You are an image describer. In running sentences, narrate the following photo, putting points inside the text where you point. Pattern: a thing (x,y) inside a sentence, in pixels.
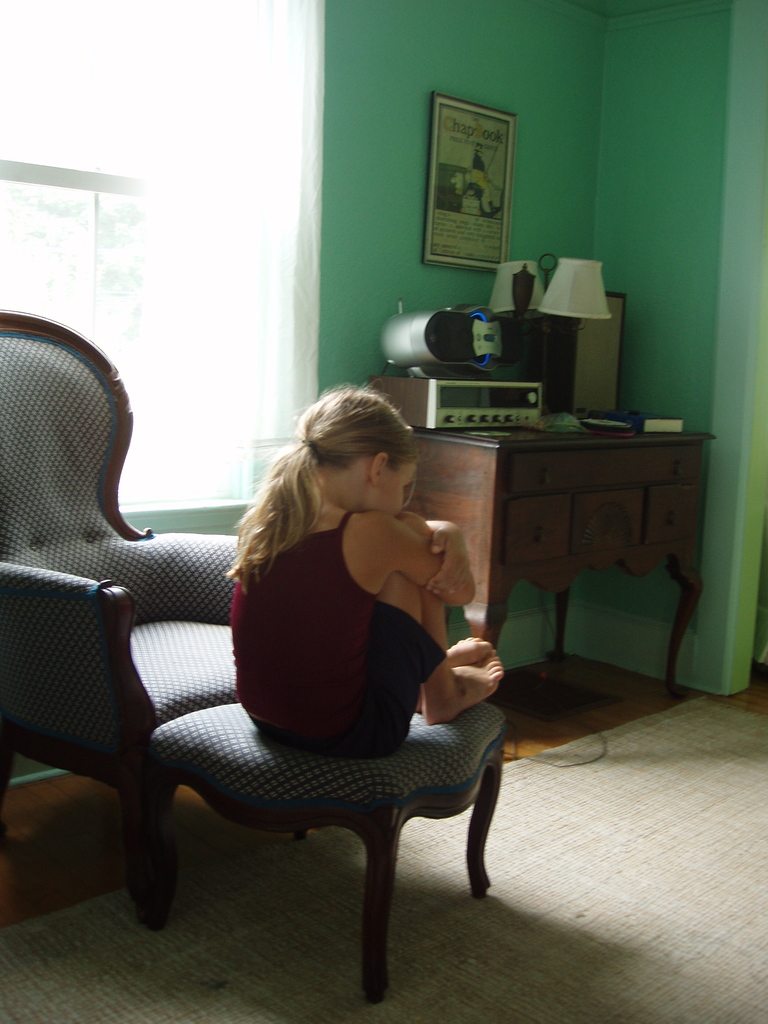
In this picture we can see a girl (324,608) sitting on chair (203,601) and beside to her we can see table (558,442) and on table (489,501) we have device (494,389), lamp (574,301) and in background (385,39) we can see window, wall (475,80) frame (429,124) to it.
